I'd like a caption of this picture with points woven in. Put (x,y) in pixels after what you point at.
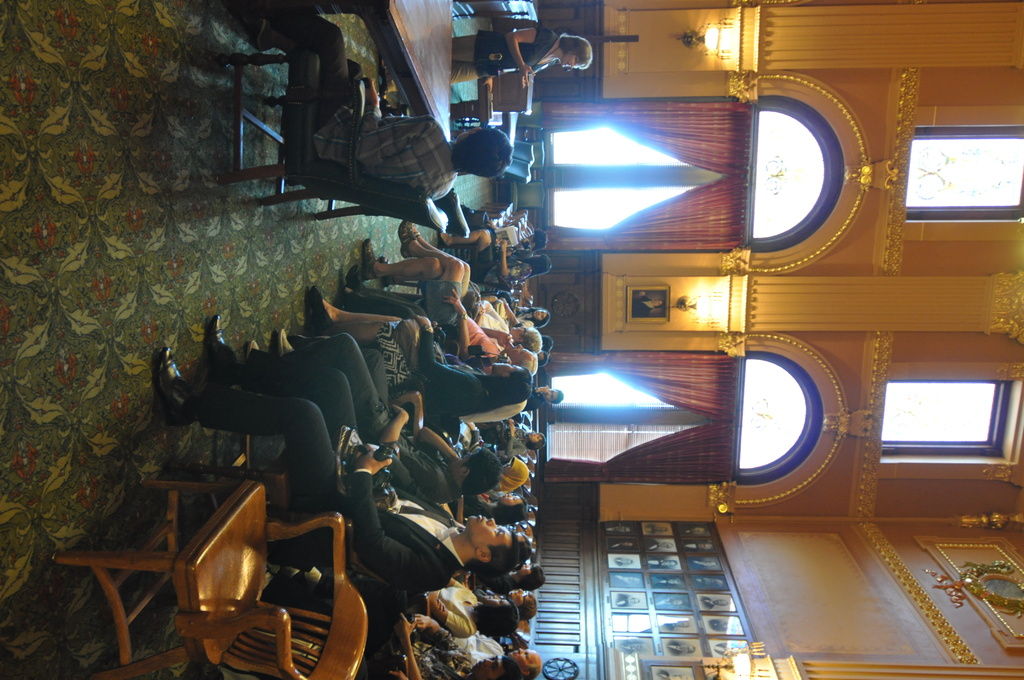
The image is taken in the hall (541,473). There are many people (332,446) sitting in the hall (463,491). There are tables (404,68). In the center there is a lady (575,61) standing and talking. In the background (627,144) there are windows (631,399), curtains (689,443) and wall (830,295).
